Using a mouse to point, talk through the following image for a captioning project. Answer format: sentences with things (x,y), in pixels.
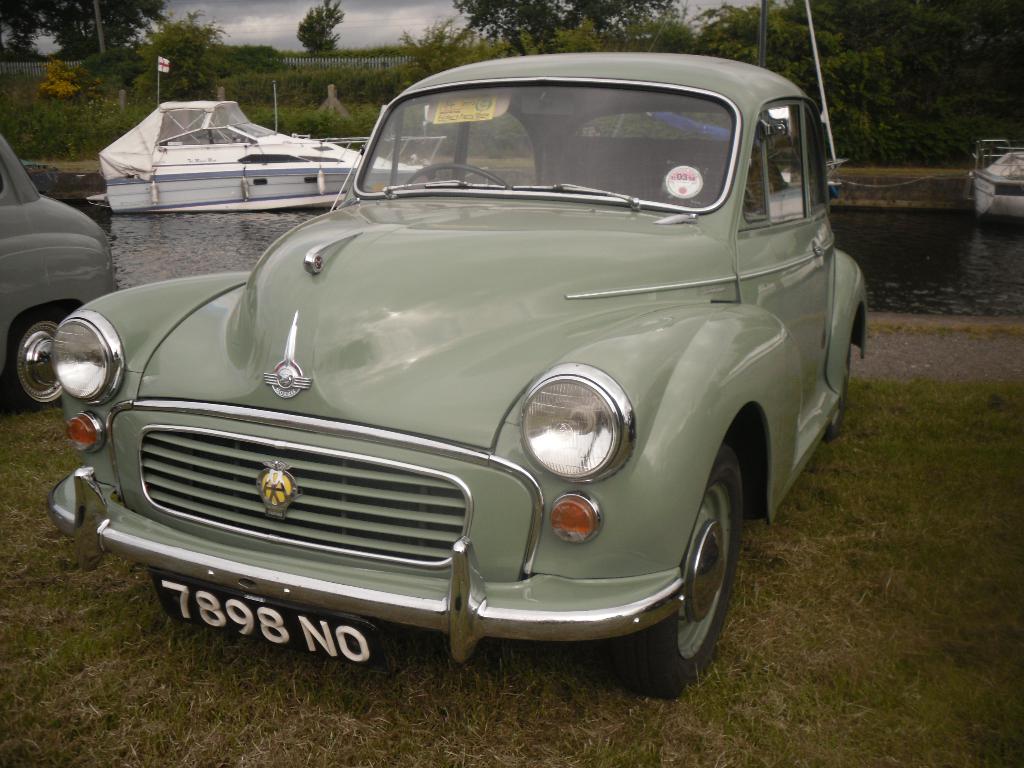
In this image there is the sky (352,12) towards the top of the image (403,23), there are clouds (269,10) in the sky (410,28), there are trees (840,28) towards the top of the image (449,53), there are plants (62,124), there is a flag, there is water (223,243), there are boats (239,137) on the water (185,232), there are two cars (517,223), there is grass (144,733) towards the bottom of the image (814,644).
